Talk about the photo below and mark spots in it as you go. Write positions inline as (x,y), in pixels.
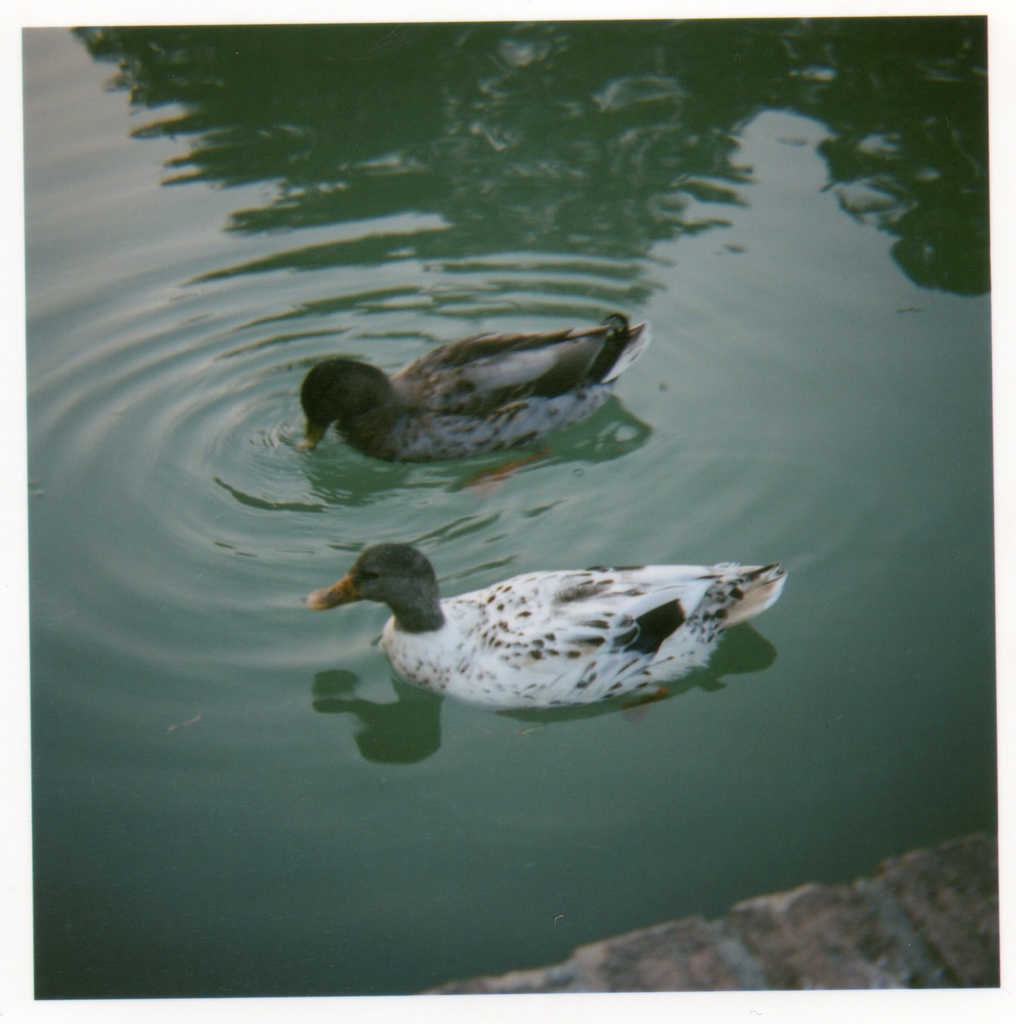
In this image I can see water (922,469) and on the water (304,697) I can see two birds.
